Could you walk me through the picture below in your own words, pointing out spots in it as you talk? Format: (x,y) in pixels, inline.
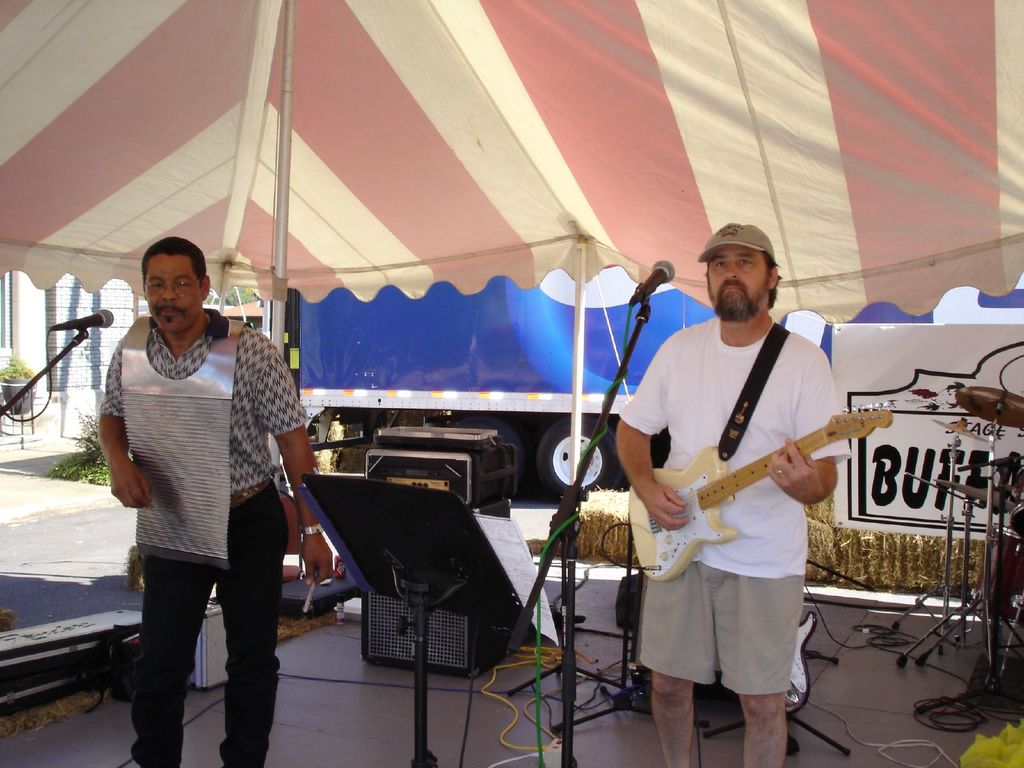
In this image I can see two people (659,374) are standing in front of the mic (572,576). One person (672,501) is holding the guitar (695,503) and these people (757,487) are under the tent (486,150). At the back (472,344) there is a blue color vehicle (492,356). To the left (27,371) there is a flower pot (18,389).
